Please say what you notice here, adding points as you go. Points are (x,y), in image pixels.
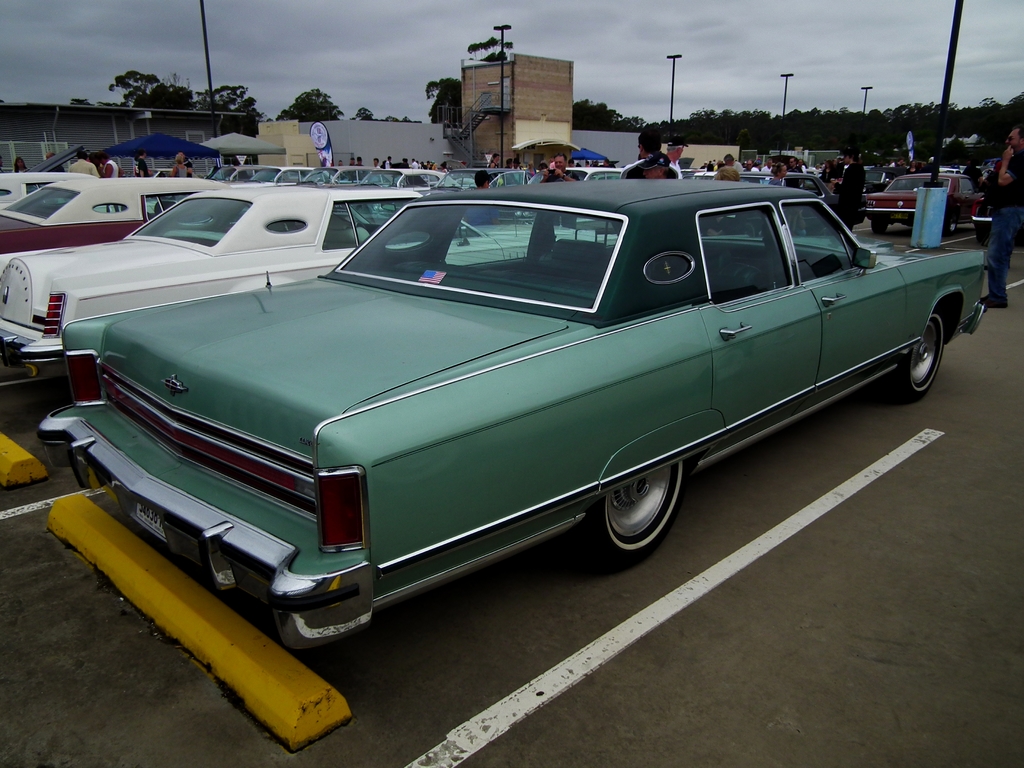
In this image I can see some vehicles (511,361) on the road (723,631). I can see some people (484,174). In the background (525,144), I can see a building (510,143). I can see trees (314,99) and clouds (559,43) in the sky (617,40).
